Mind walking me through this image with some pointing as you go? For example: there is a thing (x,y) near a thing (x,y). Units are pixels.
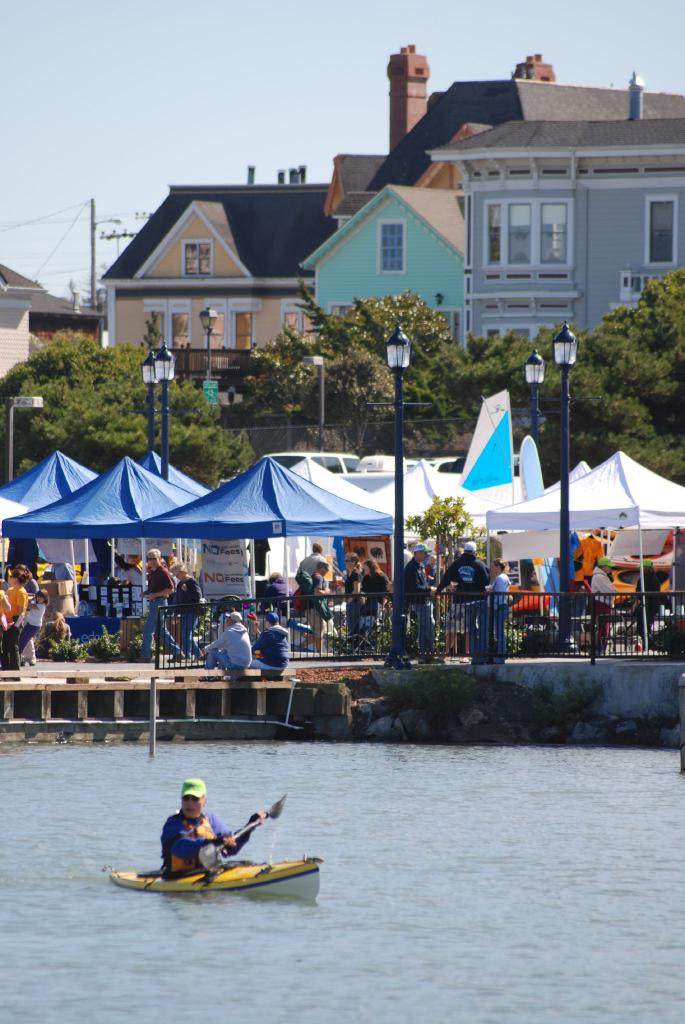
In this image there is the water (400,921). There is a boat (250,882) on the water (515,921). There is a man (223,837) rowing the boat (243,877). Beside the water (137,913) there is the land (154,662). There is a railing (442,632) on the edges (397,677) of the land (305,688). There are many people (191,579) walking on the ground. Behind them there are table umbrellas (442,476) and plants (445,506). In the background (552,263) there are buildings (330,284), trees (268,367), street light poles (152,389) and electric poles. At the top (250,86) there is the sky (236,48).
